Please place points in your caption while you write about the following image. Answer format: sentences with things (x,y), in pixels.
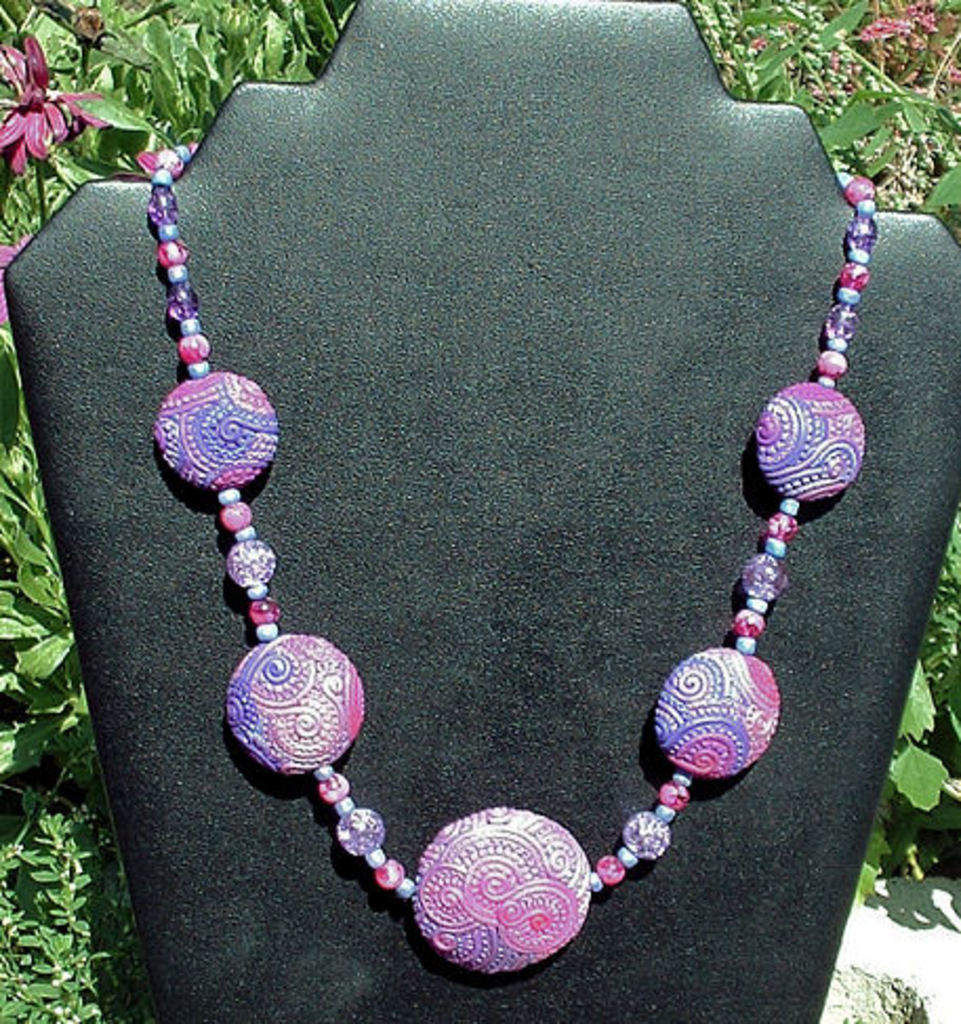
this picture shows an ornament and back of it we can see some plants (921,793).
